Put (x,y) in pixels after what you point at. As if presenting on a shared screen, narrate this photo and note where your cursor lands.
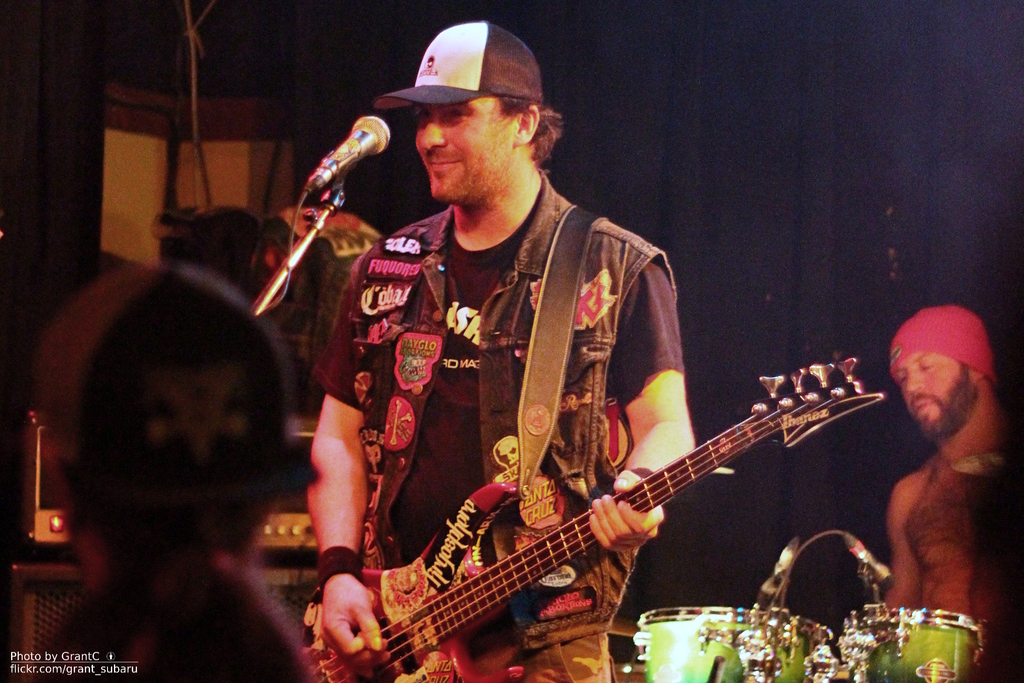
In this image I can see a man (395,455) who is playing the guitar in front of the microphone (344,153) and he is wearing a hat (464,100) and a jacket (503,339) beside him we have a man (946,403) who is wearing a red cap (947,347) and playing drums (798,642).
